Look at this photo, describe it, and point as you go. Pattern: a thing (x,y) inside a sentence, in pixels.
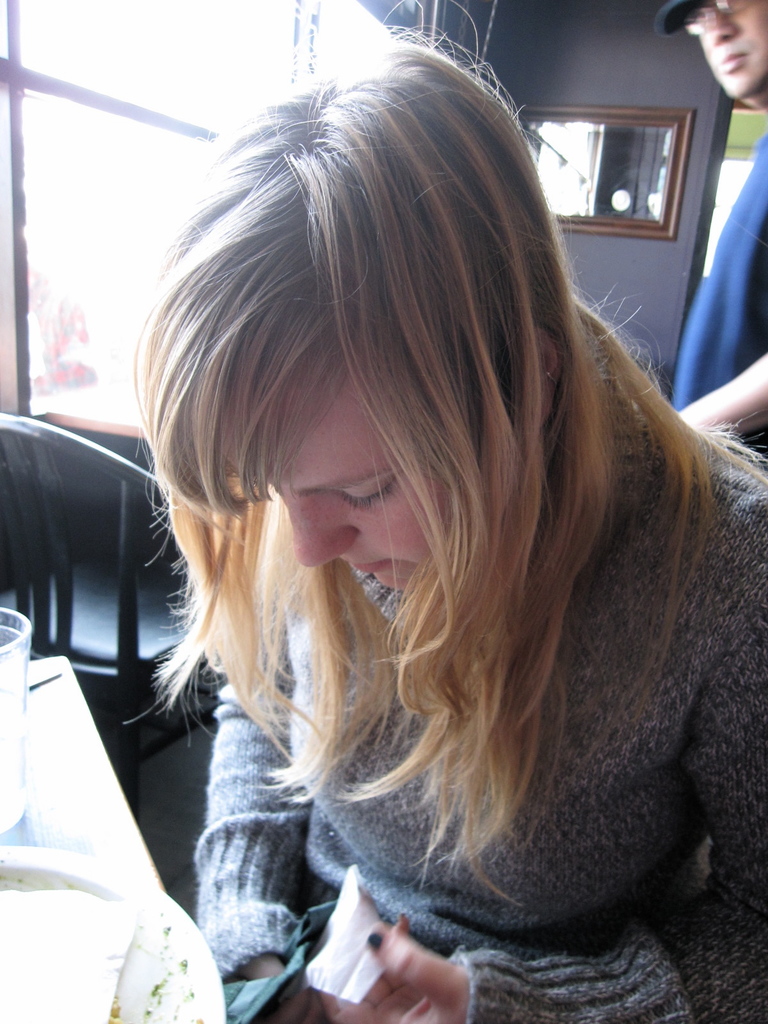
In this image we can see a girl (538,732) is sitting. In front of her we can see a glass (2,738) and plate (67,872). In the background (128,144), we can see a window (324,42), mirror (578,121) on the wall (624,242), chair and a man (734,257).
